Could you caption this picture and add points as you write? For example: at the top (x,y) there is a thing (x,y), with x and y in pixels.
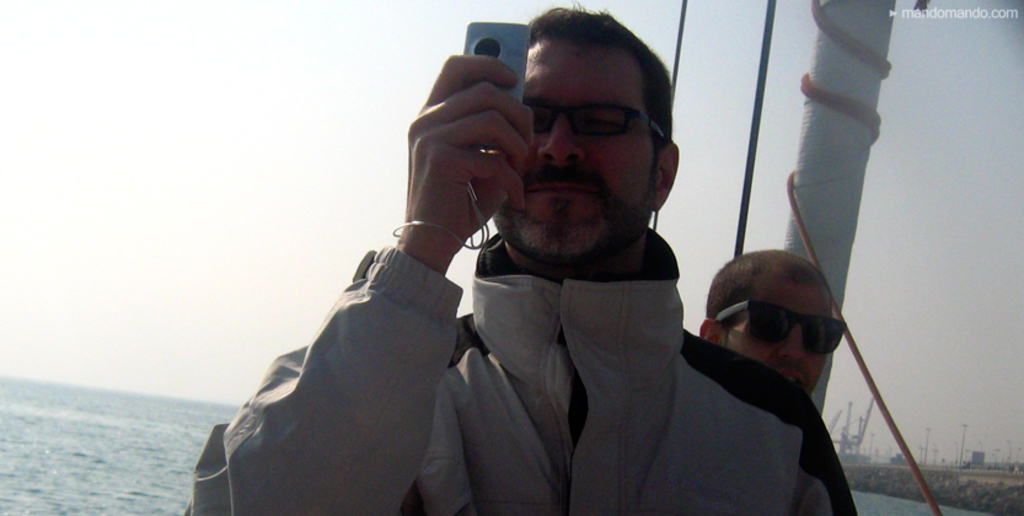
In this image in the foreground (484,239) there is one person (483,306) who is wearing spectacles (581,134), and holding mobile phone (511,30). And beside him there is another person (773,311) who is wearing goggles (773,309), and in the background (813,171) there are poles (823,58) and ropes (760,68) and there is a river (192,425) at the bottom of the image (206,424). And on the right side of the image (890,467) there are some poles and towers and walkway (910,483), at the top (54,157) there is sky (60,141).
